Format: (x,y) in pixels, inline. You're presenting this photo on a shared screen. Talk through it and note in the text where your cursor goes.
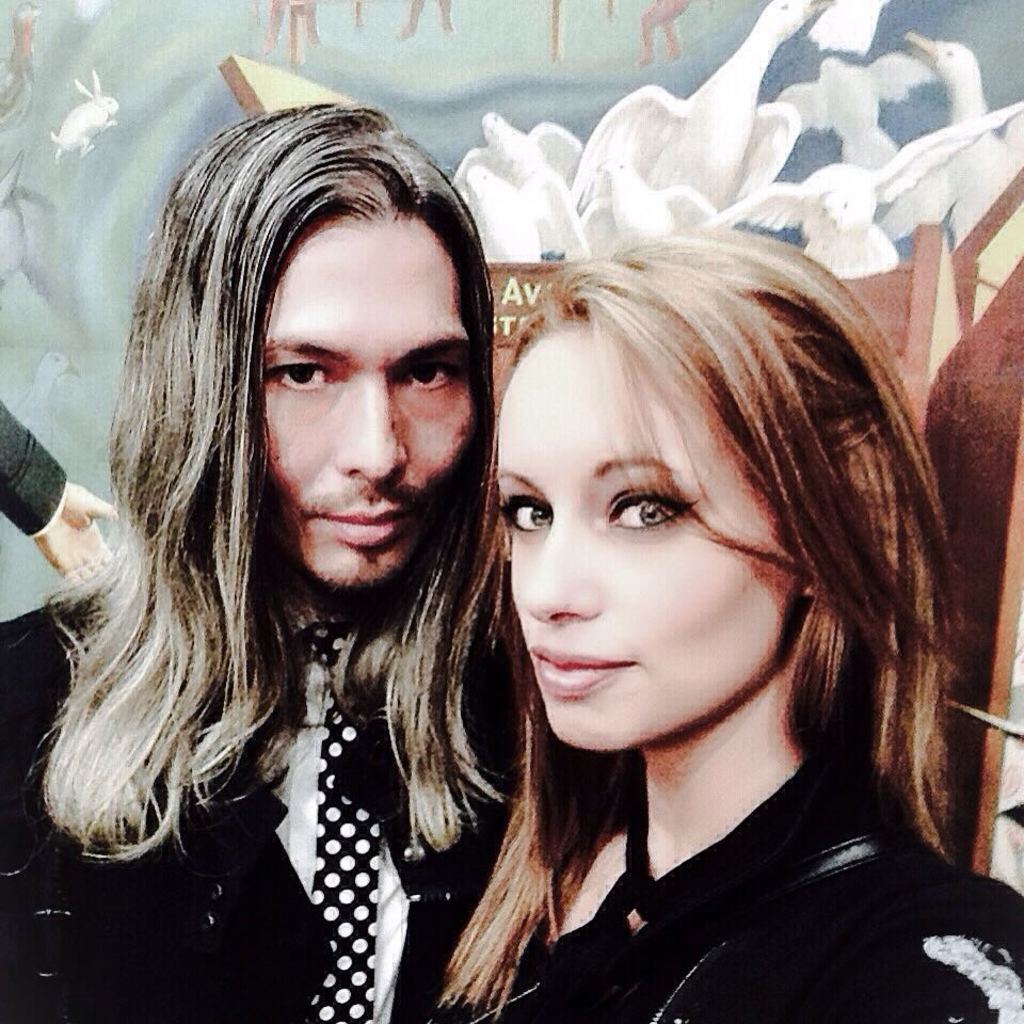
In this picture I can see a man (270,1013) and a woman (786,502), and in the background (51,379) there is a wall poster (855,217).
